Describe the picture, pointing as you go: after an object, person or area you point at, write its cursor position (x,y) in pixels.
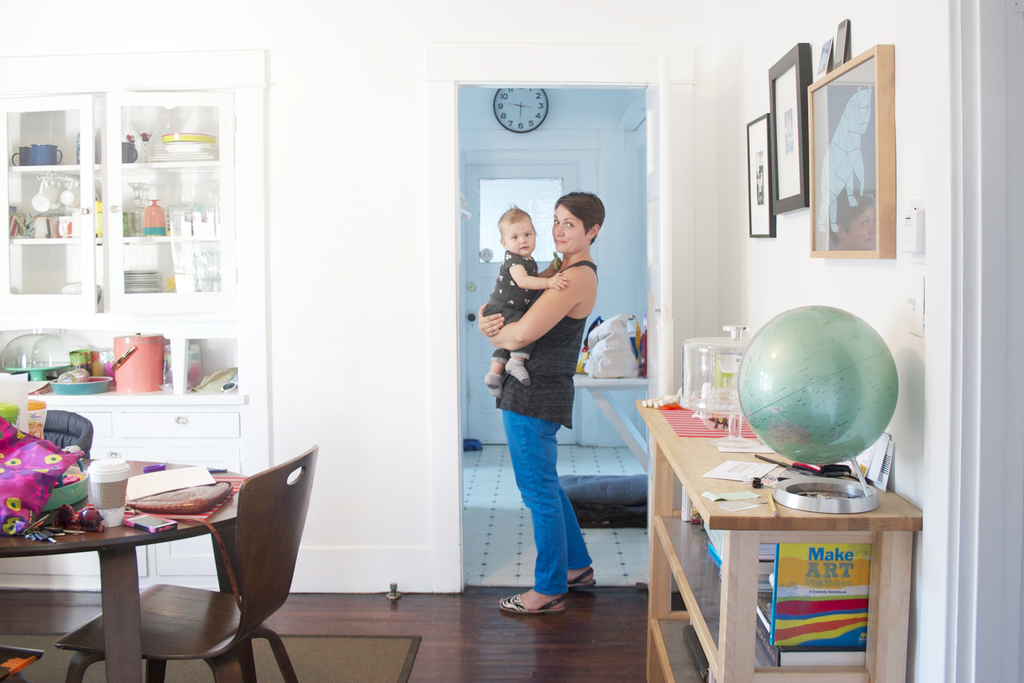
In this image I see a woman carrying a baby (521,212) and she is standing on the floor (610,586) and there is a table (110,612) over here and a chair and we can also see that there is a cupboard (176,444) over here and there are lot of things (206,146) in it. Beside to the woman (517,332) there is a table (658,666) here and there are lot of book (694,648) and there is a globe (822,511) and on the wall (712,274) there are few photo frames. In the background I see the door (474,175) and the clock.
